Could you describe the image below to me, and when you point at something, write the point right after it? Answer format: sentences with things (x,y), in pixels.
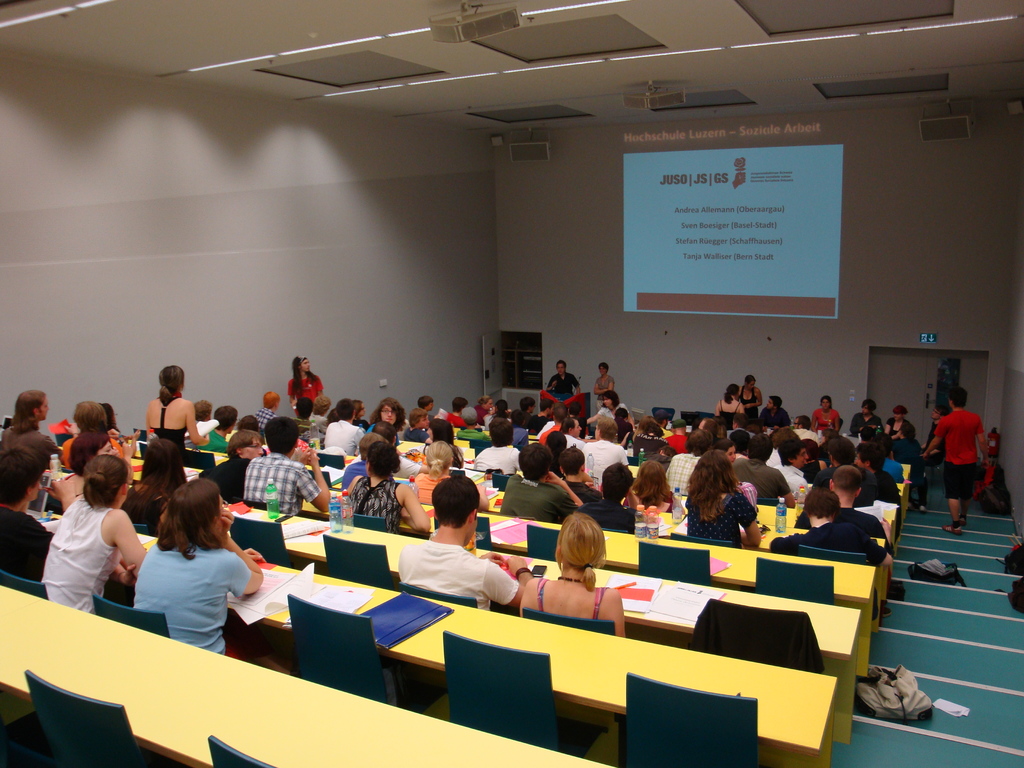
In this image I can see the group of people (479,511) with different color dresses (254,487). I can see few people (181,516) are sitting in-front of the table (461,613) and few people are standing. On the table (501,634) I can see many papers (361,590). In the background (658,387) I can see the screen (736,270) to the wall (577,235). To the right (886,719) I can see some bags (890,672) on the stairs (953,650).
